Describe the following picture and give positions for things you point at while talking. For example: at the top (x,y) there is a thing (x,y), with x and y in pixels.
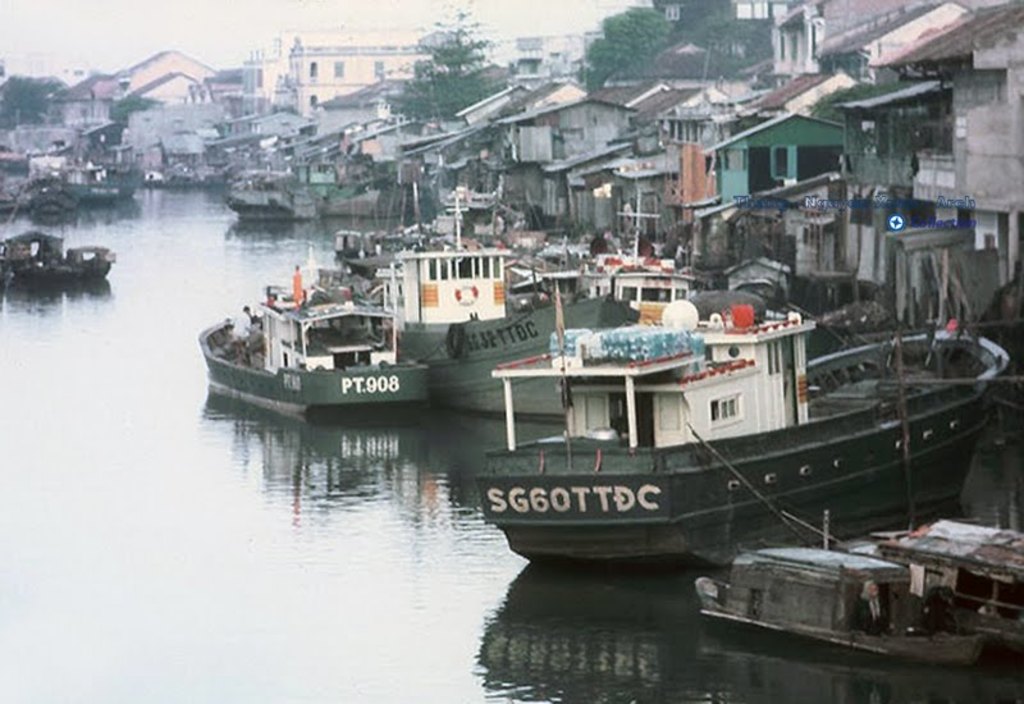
The picture is taken along a water body (308,227). In the foreground of the picture (552,374) there are boats (619,312) and water (313,428). In the center of the picture (677,238) there are trees (408,98) and houses (445,124). In the background (123,95) there are trees (22,102), houses (287,128) and boats (46,255).
